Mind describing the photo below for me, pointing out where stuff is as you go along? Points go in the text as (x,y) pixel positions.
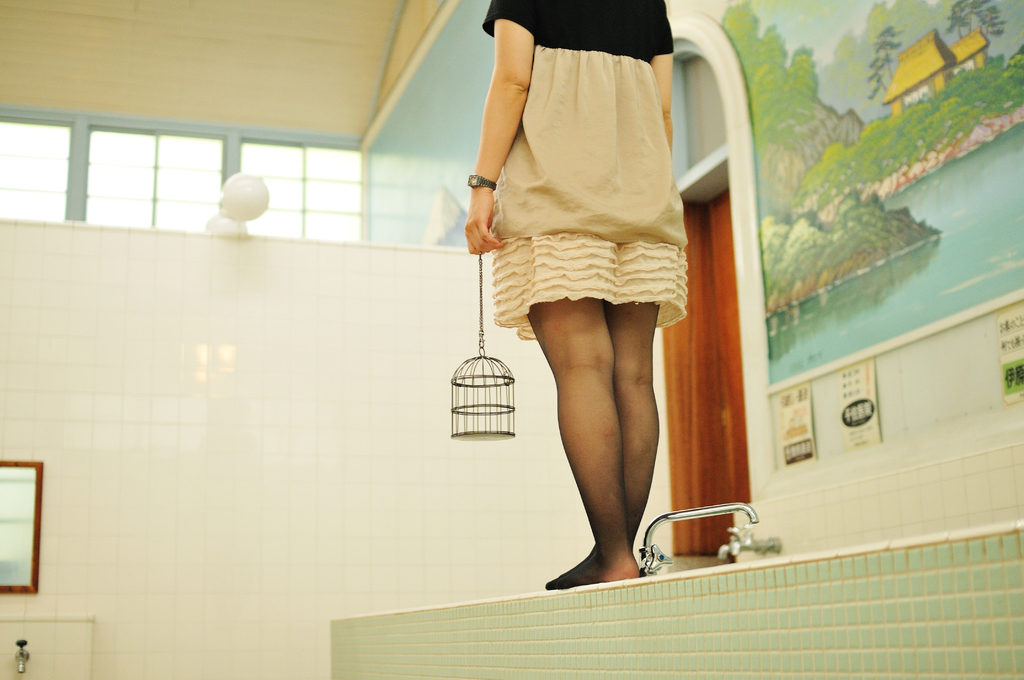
In this image, we can see a person (564,188) whose face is not visible holding a cage (474,407) with a chain (480,327). There is a tap (655,551) at the bottom of the image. There is an another tap (17,670) and mirror (19,547) in the bottom left of the image (29,583). There is a wall (70,517) in the middle of the image (399,282). There is an art (848,149) in the top right of the image (968,118). There are windows (334,178) in the top left of the image (282,162).
